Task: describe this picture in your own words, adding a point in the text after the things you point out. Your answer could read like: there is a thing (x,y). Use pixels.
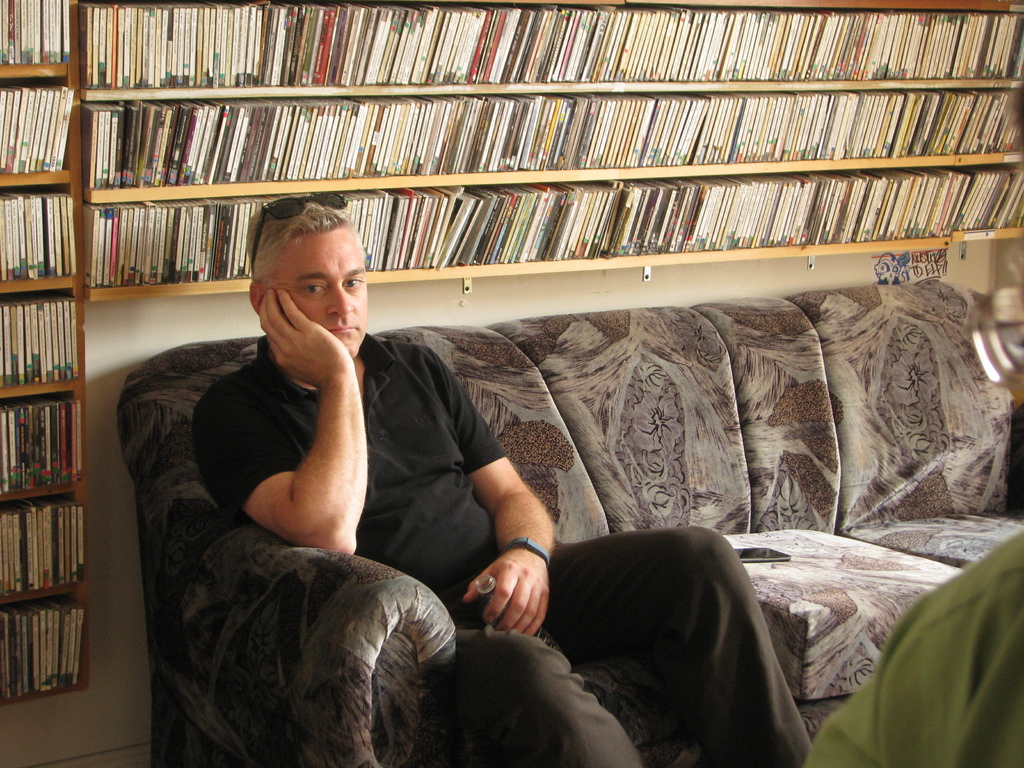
In this image there is a sofa (256,650), a man (748,682) is sitting on sofa (757,583) holding a bottle (489,601) in his hand (502,596), in the background (728,66) there is a shelf (59,285), in that shelf (17,294) there are CDs (180,178).
